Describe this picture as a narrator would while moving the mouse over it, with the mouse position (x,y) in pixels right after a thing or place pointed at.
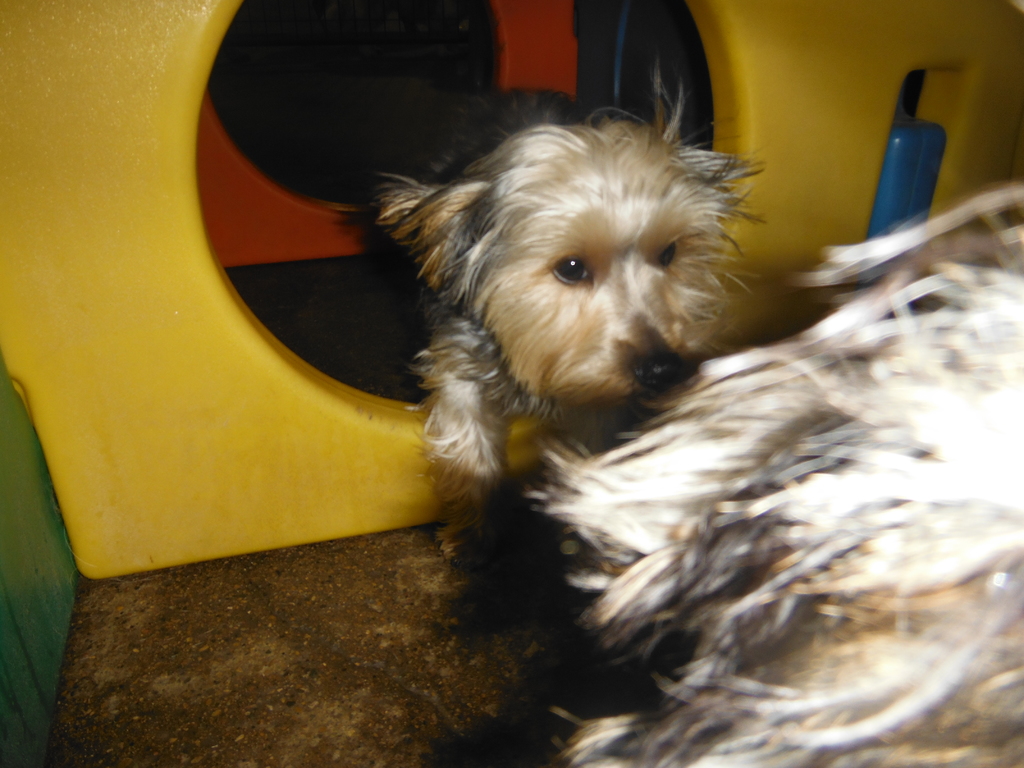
In this picture I can see a dog (511,271) and looks like a dog house (863,168).
